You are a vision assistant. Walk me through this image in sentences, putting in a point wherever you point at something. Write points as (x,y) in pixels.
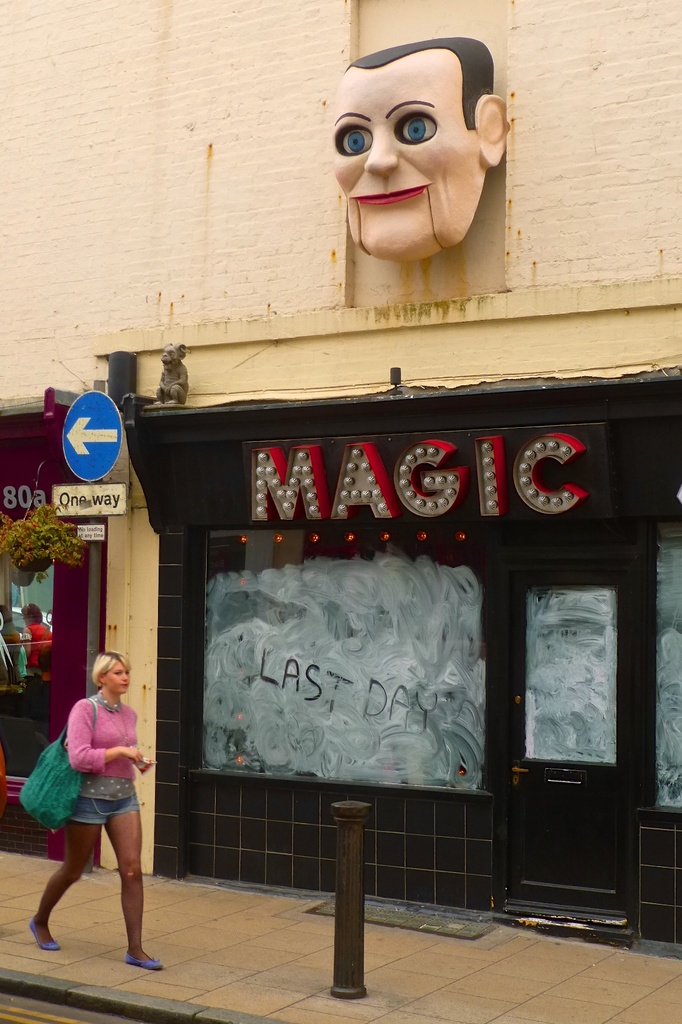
In this image there is a girl (106,665) walking on the footpath (166,955). Beside her there is a store (453,548) on which there is some led hoarding (379,472). At the top (419,74) there is a statue (413,96) of a face (411,125).
